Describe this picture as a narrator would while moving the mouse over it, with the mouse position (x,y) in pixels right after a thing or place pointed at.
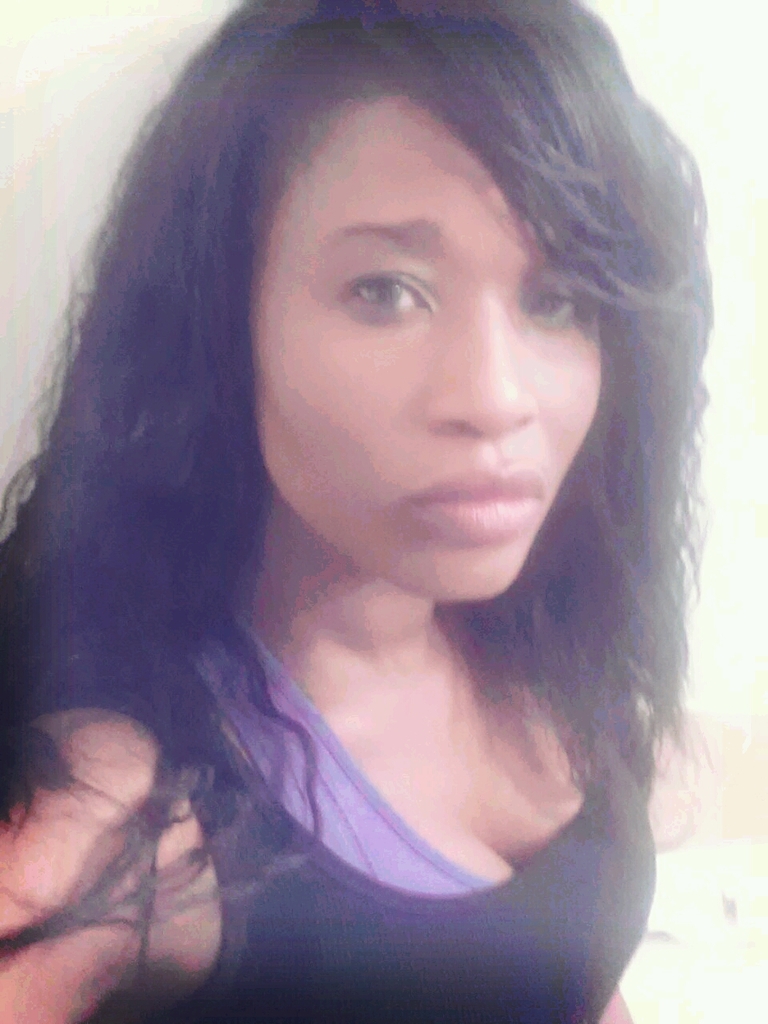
The woman (340,345) in front of the picture wearing a black T-shirt (256,913) is posing for the photo. In the background (141,87), it is white in color.
